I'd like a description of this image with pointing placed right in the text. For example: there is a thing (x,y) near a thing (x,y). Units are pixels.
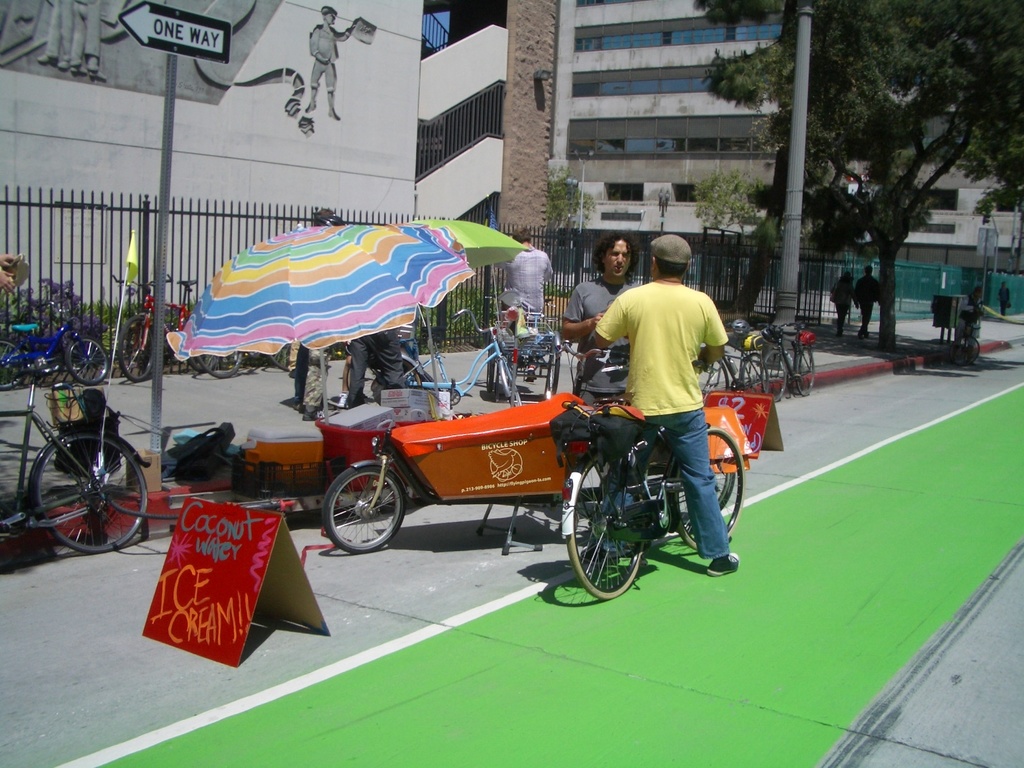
In this image there is a man (663,424) standing on a cycle (643,520), in the background (759,368) there are cycles (776,360) and people (838,304) are walking on a footpath (275,387) and there is a railing (584,229) beside the railing (826,265) there is a tree (884,156) and there are buildings (488,91).
